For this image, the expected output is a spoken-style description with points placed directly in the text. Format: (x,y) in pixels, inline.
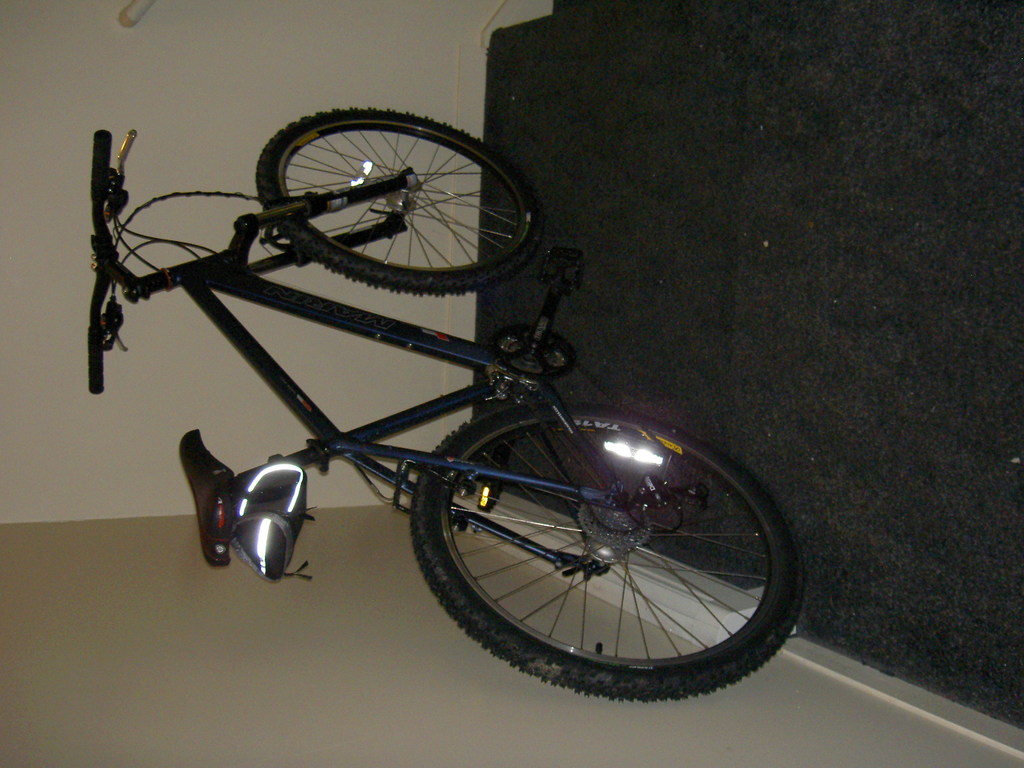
In this image we can see a bicycle (284,561) placed on the floor (771,325). In the background (795,681), we can see a staircase (564,2) and wall (29,339).
